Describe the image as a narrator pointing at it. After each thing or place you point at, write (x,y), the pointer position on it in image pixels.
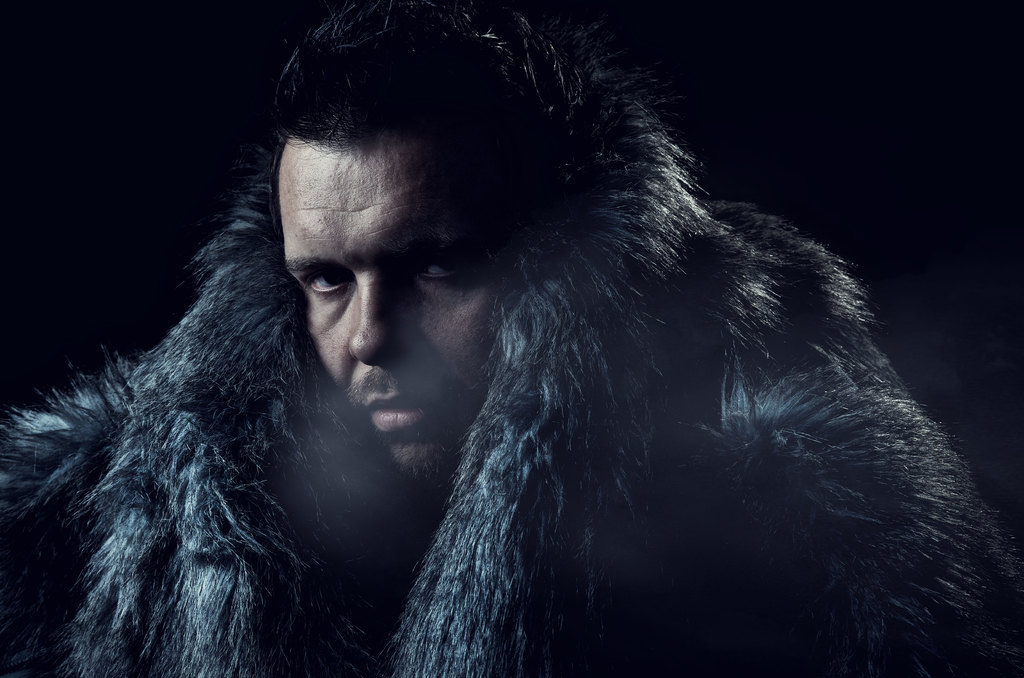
In this image, we can see a person (805,457) wearing an object (271,421), there is a dark background (773,65).
